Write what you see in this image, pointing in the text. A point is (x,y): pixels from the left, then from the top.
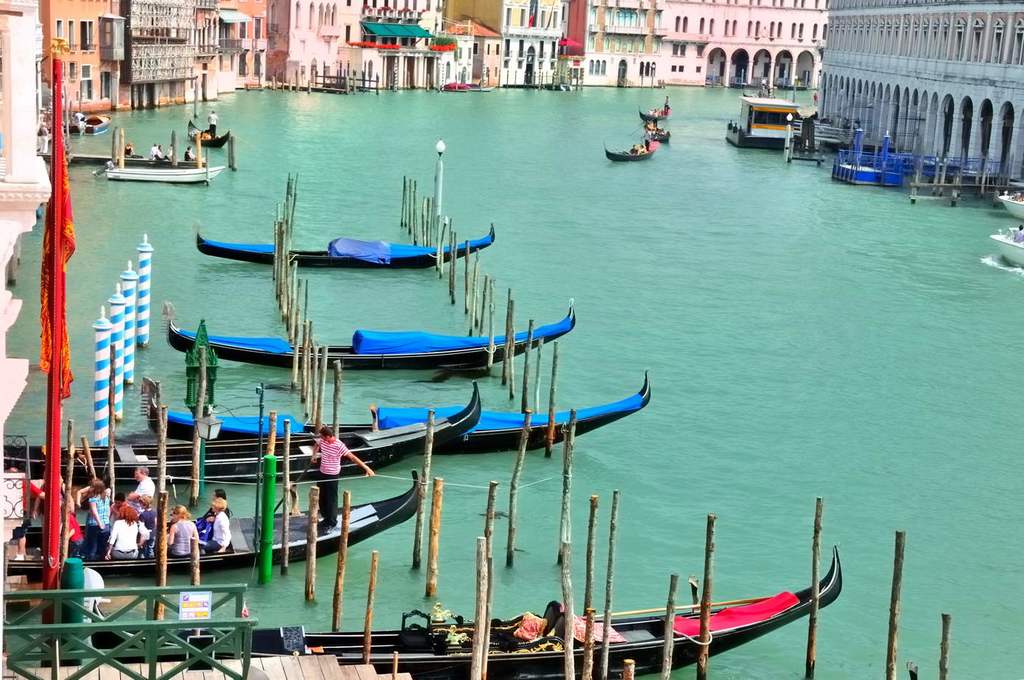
In this image we can see a lake (674,510) and there are boats (400,444) on the lake (876,268). There are people (214,534) in the boats (185,569). In the background (233,43) there are buildings (860,33). On the left (54,511) there is a pole (48,494).
